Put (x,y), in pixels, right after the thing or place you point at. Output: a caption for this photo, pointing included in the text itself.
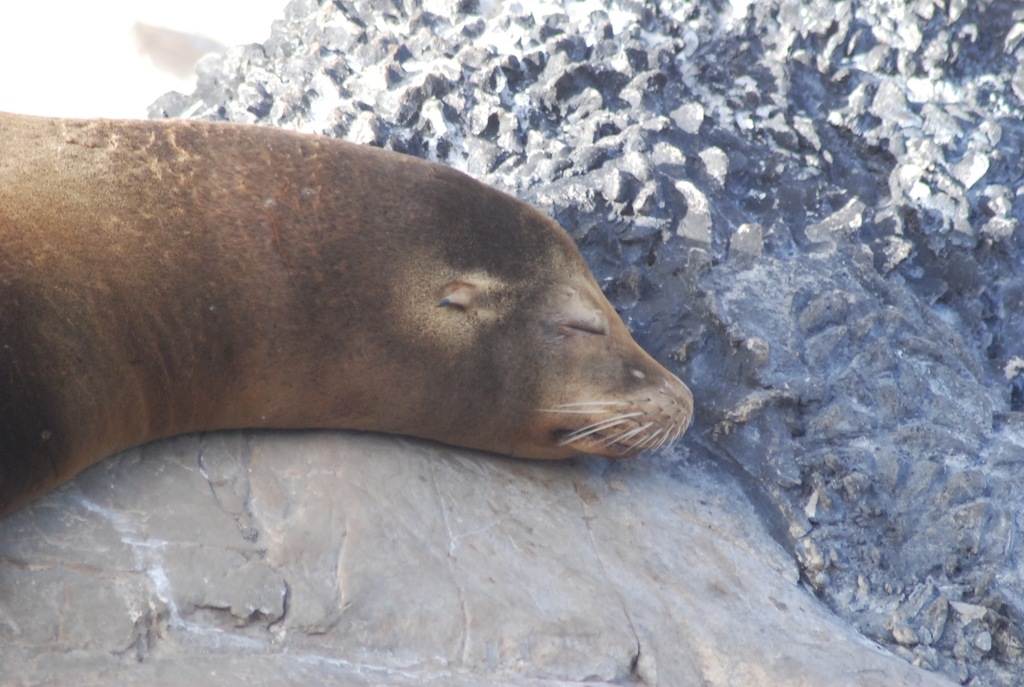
In the foreground of this image (417,395), there is a sea lion (590,397) sleeping on the rock (592,652).
